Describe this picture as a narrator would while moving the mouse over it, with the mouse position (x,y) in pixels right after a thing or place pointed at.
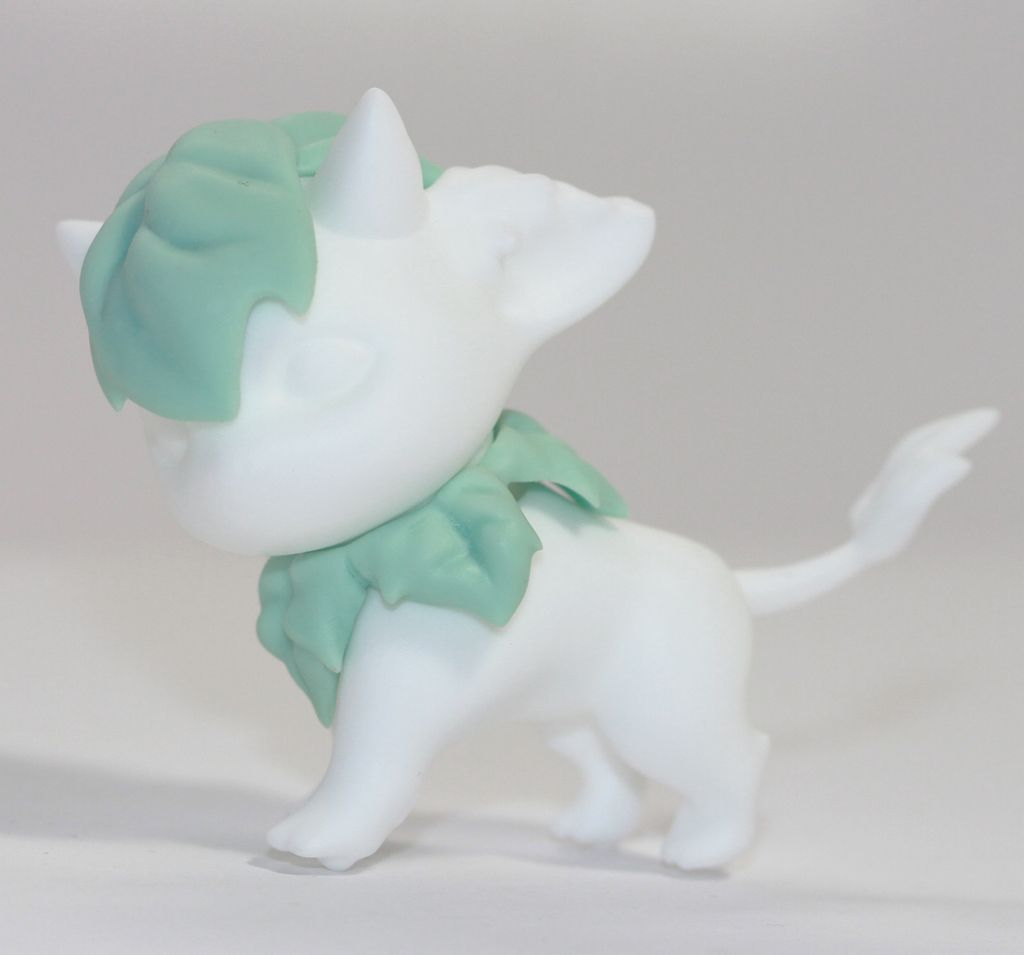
In this image we can see a toy (380,598) on a surface (574,929). In the background (832,402) it is white.
